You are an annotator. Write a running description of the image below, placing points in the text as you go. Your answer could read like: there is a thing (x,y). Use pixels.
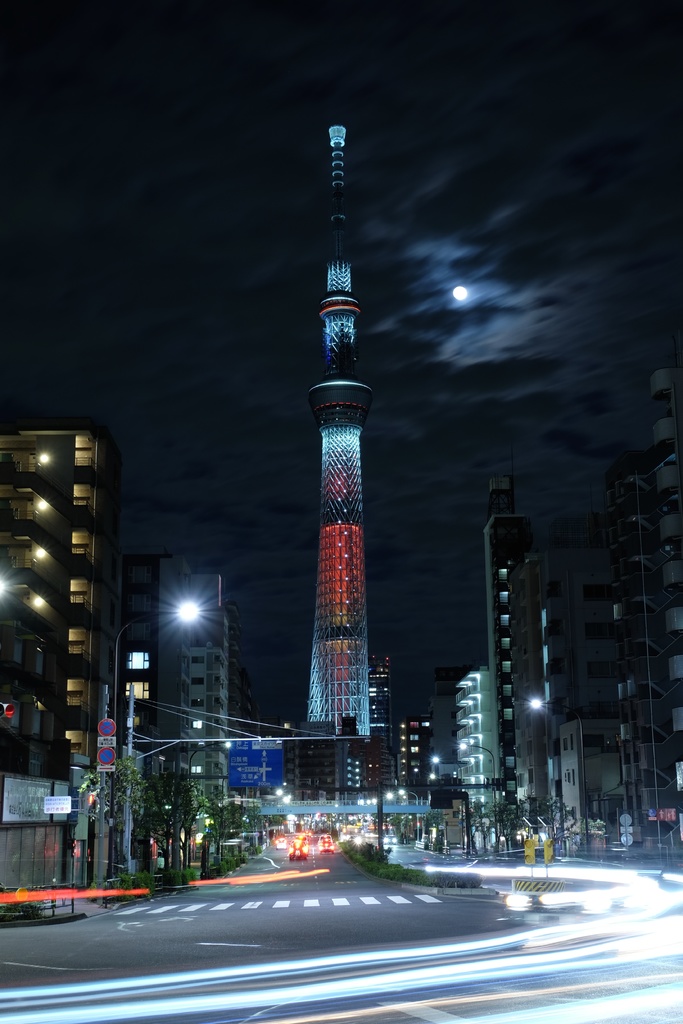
In this image there is a road (359,911). The vehicles (319,846) are moving. There are buildings (672,624). There is a tall building (333,148) with colorful lights (339,484) in the middle (339,475). There are trees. There are street lights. There is a moon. There is a sky (464,270).
